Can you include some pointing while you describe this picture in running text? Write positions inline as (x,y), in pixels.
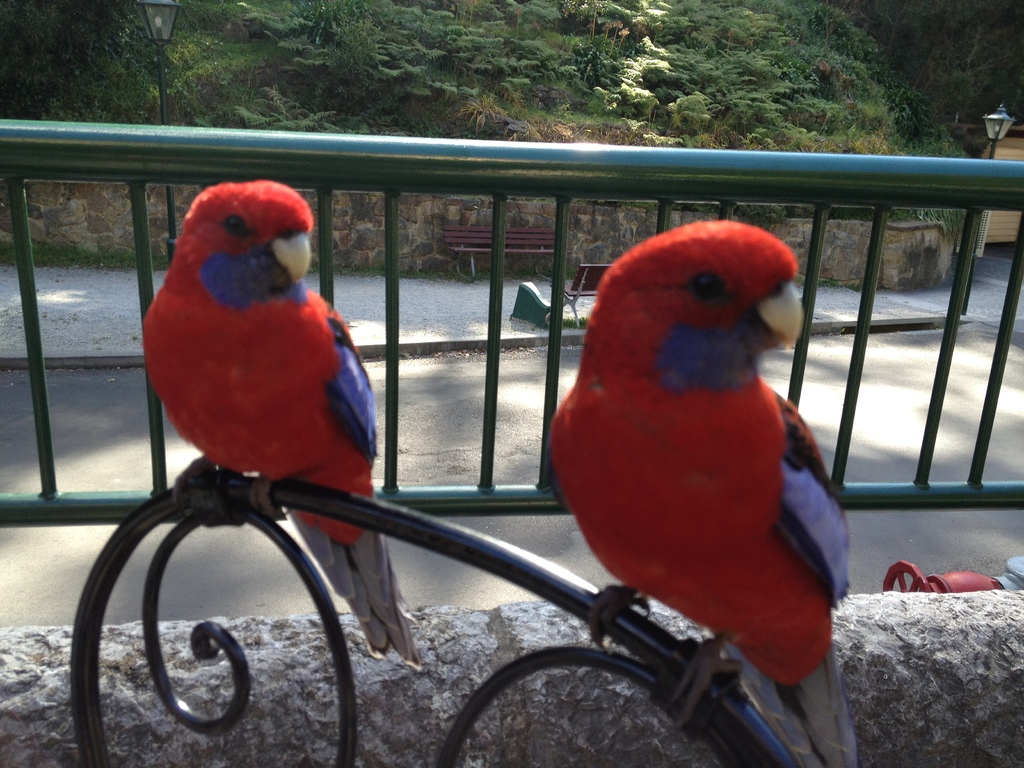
In this image we can see parrots (271,424) on a metal rail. In the background (430,573) we can see wall (441,238), benches (590,286), road (443,364), street light (1007,114) and trees (830,80).
